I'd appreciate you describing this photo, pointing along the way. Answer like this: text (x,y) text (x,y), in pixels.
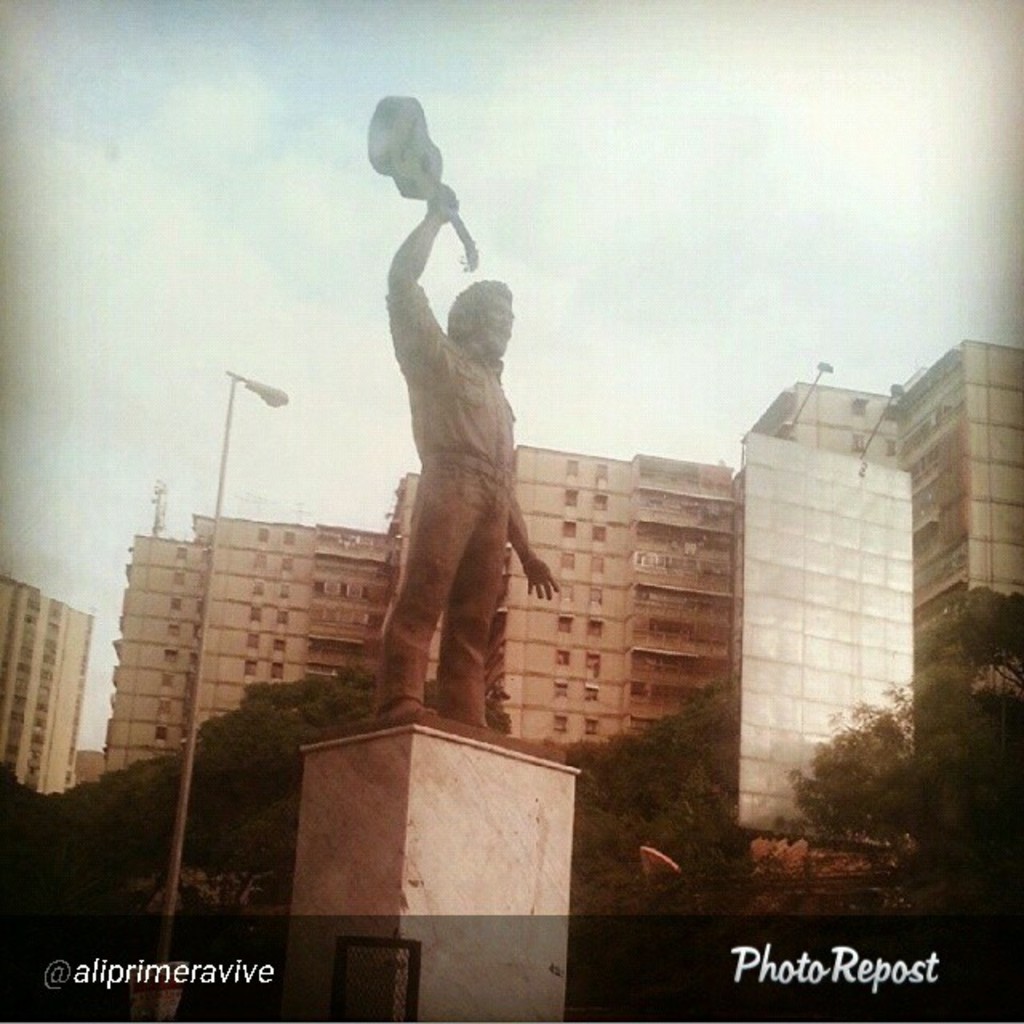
This image is taken outdoors. At the top of the image (126,244) there is the sky (156,152) with clouds (542,120). In the background (827,598) there are a few buildings (538,613) with walls (139,654), windows (280,613), balconies (367,605), railings (661,637) and ropes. There is a pole (175,881) with a street light (260,393) and there are a few trees (209,831). In the middle of the image (462,402) there is a statue (458,374) of a man (451,561) holding a guitar (432,190) in his hand (431,209) on the stone (402,869). At the bottom of the image (132,983) there is a text (145,972) in the image.
